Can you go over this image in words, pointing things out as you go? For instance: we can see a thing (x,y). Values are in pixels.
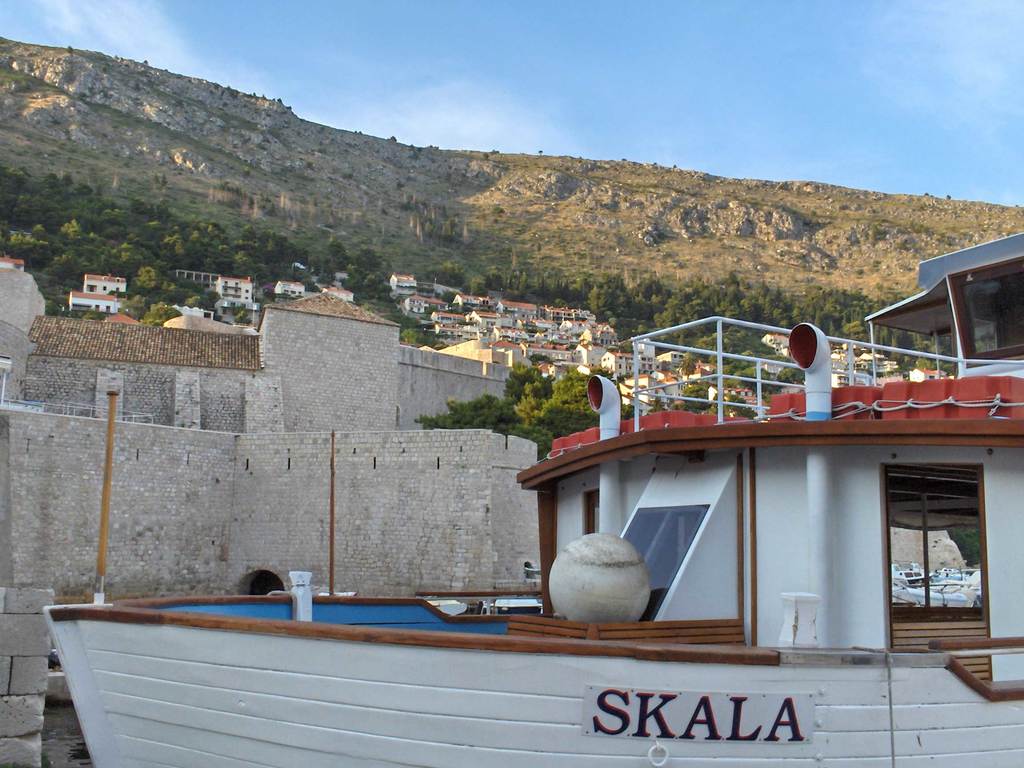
In the image there is a ship (661,692) with railing (775,361), poles (811,556), windows (587,515), roofs (625,445) and also there is a name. Behind the ship (1002,587) there is a building (26,502) with walls (385,473) and roofs (75,339). Behind them there are many buildings (582,359) and trees (645,300). And also there is a hill (251,174). At the top of the image (469,52) there is sky (379,40).
